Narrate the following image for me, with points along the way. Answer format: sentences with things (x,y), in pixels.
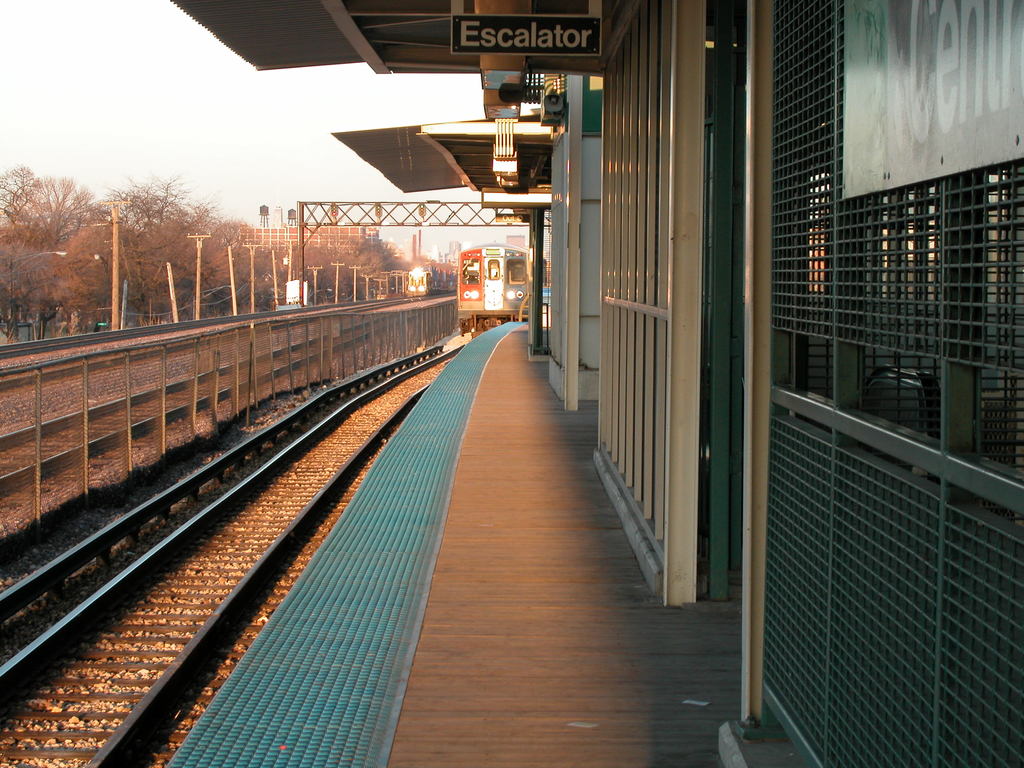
In this picture there is a platform (573,540) on the right side of the image (724,661) and there are roofs (238,17) and a escalator board (509,36) at the top side of the image (479,32) and there are trees (161,267), poles (302,223), buildings (305,231), and trains (473,293) on the tracks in the background area of the image (469,278).
